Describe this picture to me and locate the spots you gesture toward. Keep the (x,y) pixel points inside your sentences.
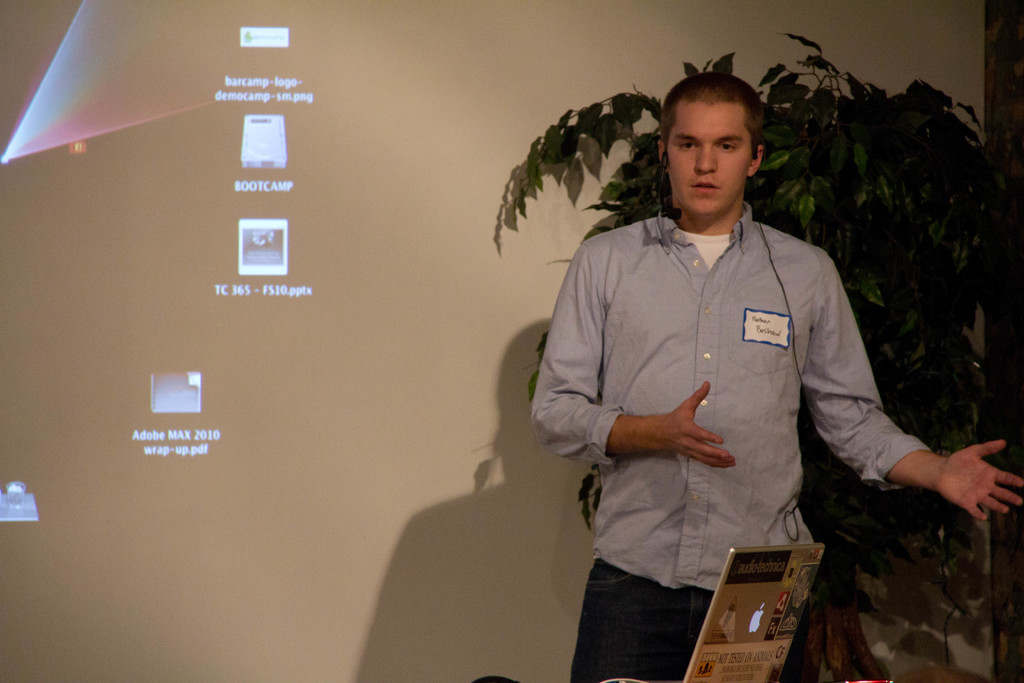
In this image we can see a man (635,304) is standing, he is wearing the blue shirt (786,378), at the back (893,351) there is a plant (591,110), there is laptop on the table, there is a screen (272,228).
